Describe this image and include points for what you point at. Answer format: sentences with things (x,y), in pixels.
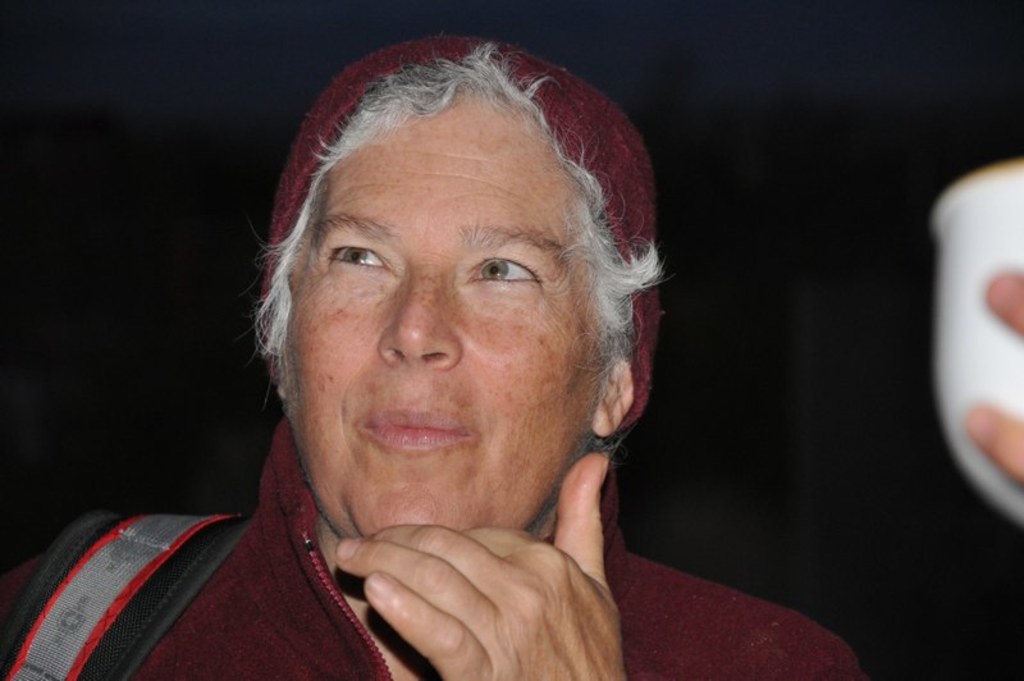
In this image there is a person (375,571) who is wearing the red dress (262,618) and a bag (131,570). On the right side (997,299) there is a person (1011,299) holding the white cup (970,291).
